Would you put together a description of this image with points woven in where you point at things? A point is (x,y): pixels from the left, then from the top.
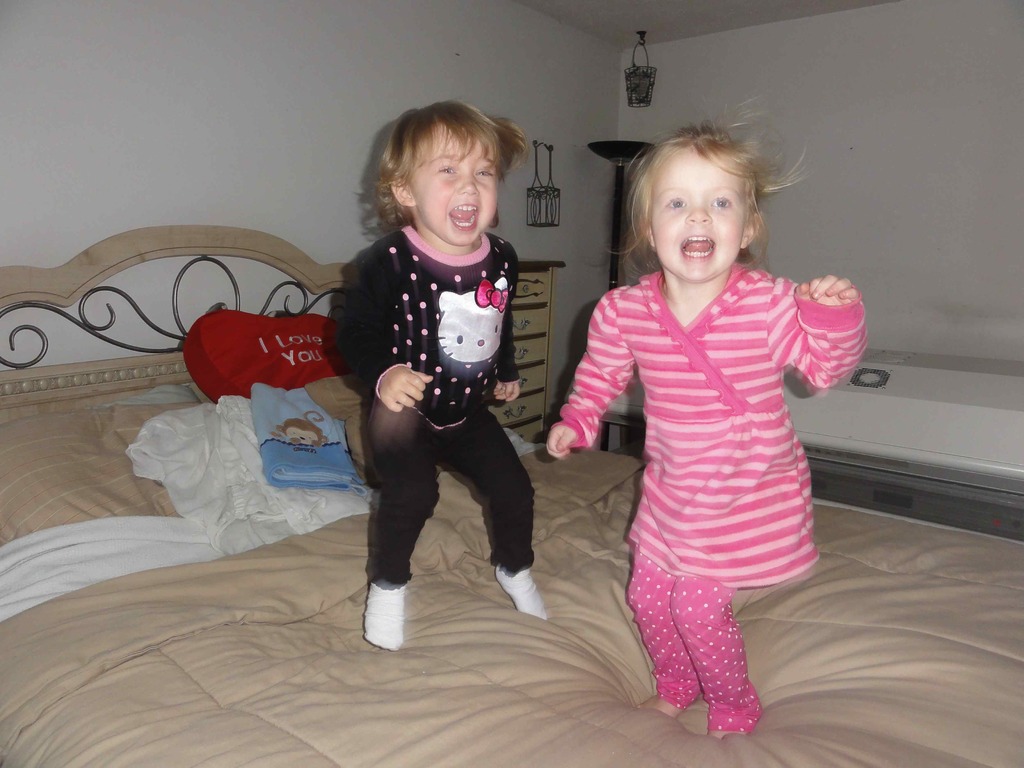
This pictures of inside. In the center (557,455) we can see a girl (710,189) wearing pink color dress (717,437), standing on the top of the bed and seems to be shouting. On the left (242,474) there is a kid (425,319) wearing black color t-shirt (387,272), standing on the top of the bed (462,492) and we can see a red color pillow (250,346) and some clothes (249,463), a blanket (278,450) placed on the top of the bed (560,664). In the background (625,152) we can see a stand (594,153), cabinet (552,294), lamp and a wall (973,134).
